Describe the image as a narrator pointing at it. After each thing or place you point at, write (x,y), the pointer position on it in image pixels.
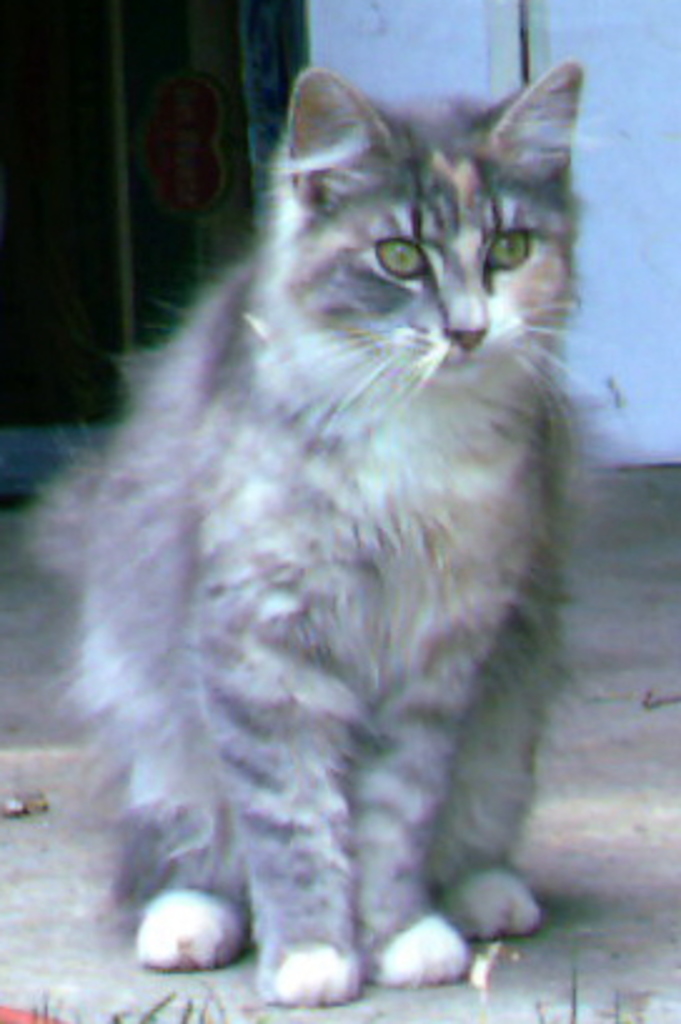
As we can see in the image there is cat (287,549), white color wall (647,31) and a door (72,159).
